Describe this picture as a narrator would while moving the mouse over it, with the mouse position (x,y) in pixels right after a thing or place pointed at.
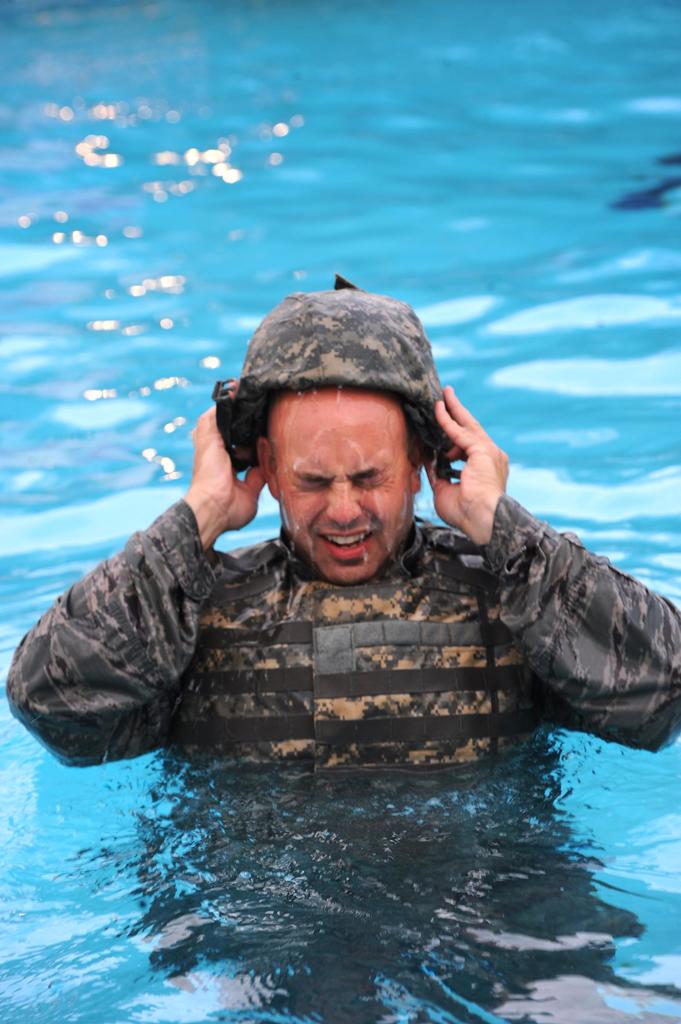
In this image I can see the person (342,589) with the dress (357,662) and cap (342,379). I can see the person (328,402) is in the swimming pool (158,428).
